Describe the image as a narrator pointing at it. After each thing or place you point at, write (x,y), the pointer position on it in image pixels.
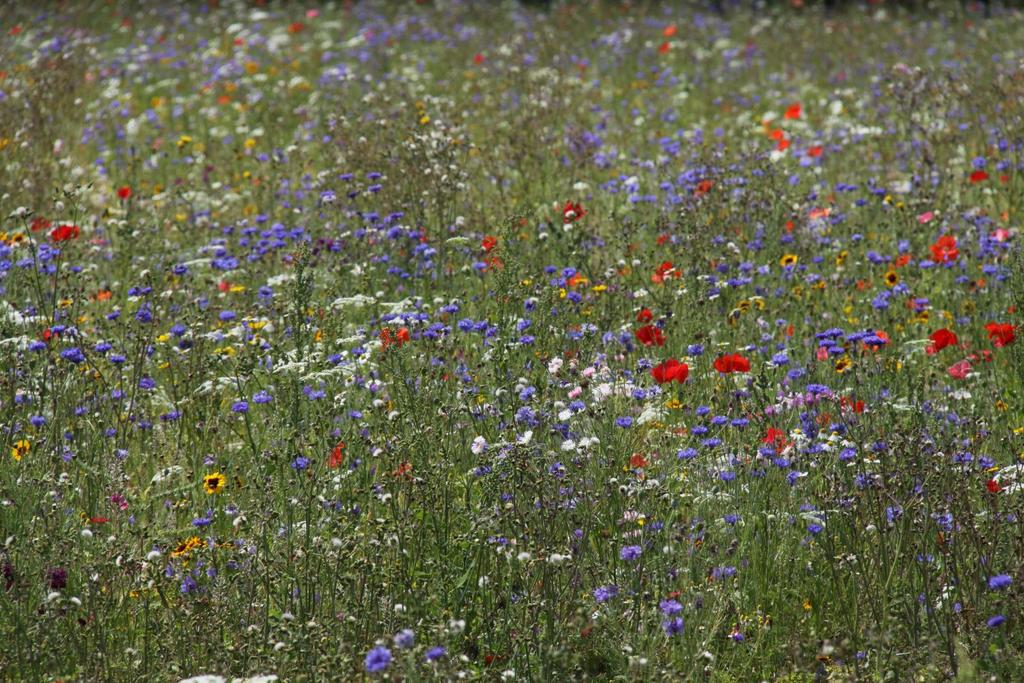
In the image there are many plants (266,511). Also there are red, yellow, white and violet color flowers (388,335).
